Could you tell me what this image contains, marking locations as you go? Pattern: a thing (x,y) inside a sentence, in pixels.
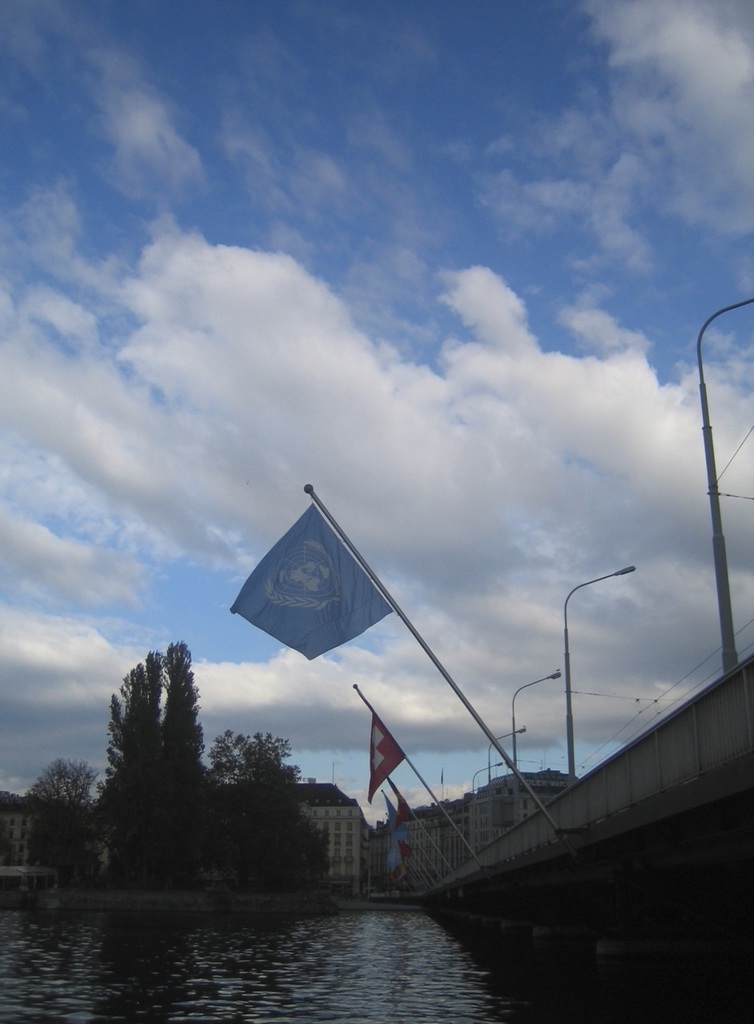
In this image I can see the water surface (238,1006). I can see few trees (110,860). There are few buildings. I can see few flags (383,773). On the right side (719,493) I can see some poles (505,760). I can see some clouds (267,251) in the sky (206,329).
